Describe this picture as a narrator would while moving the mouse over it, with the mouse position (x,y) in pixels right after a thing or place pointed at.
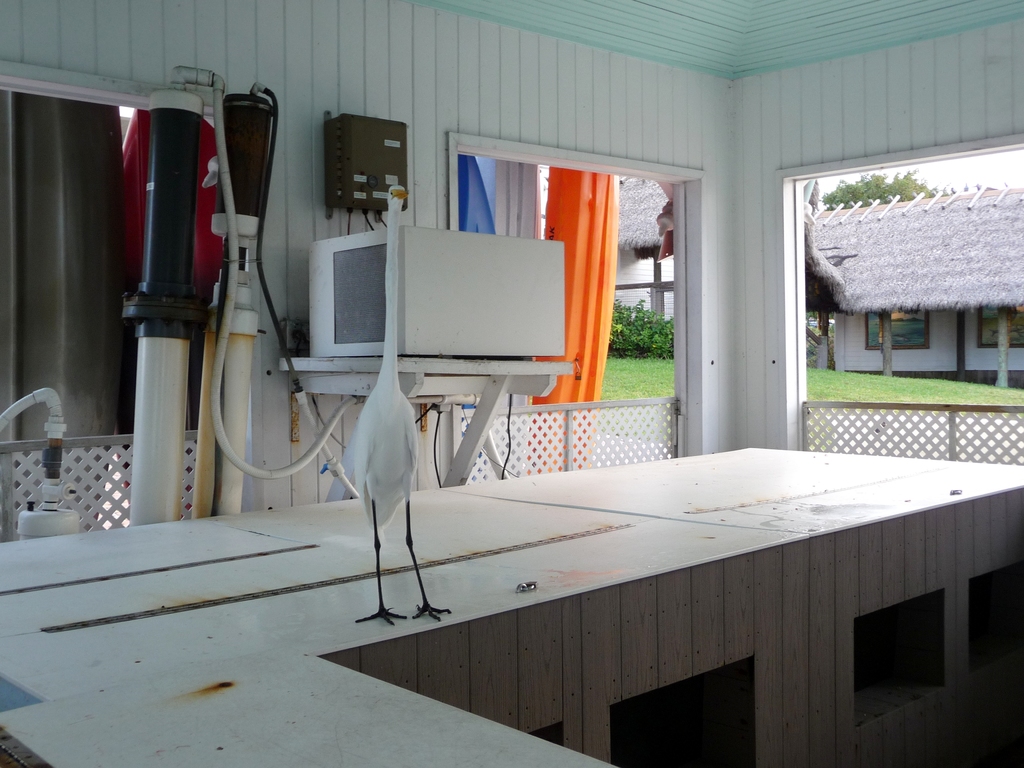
In the center of the image (392,382) there is a bird (386,454) on the table (466,634). On the right side of the image (950,431) we can see a window (978,166), wooden fencing (914,425) and a hut (934,315). On the left side of the image (182,422) we can see some cylinders (150,441), window (45,120) and a table (108,617). In the background (657,336) there are trees (838,190), grass (656,378) and sky (958,171).
